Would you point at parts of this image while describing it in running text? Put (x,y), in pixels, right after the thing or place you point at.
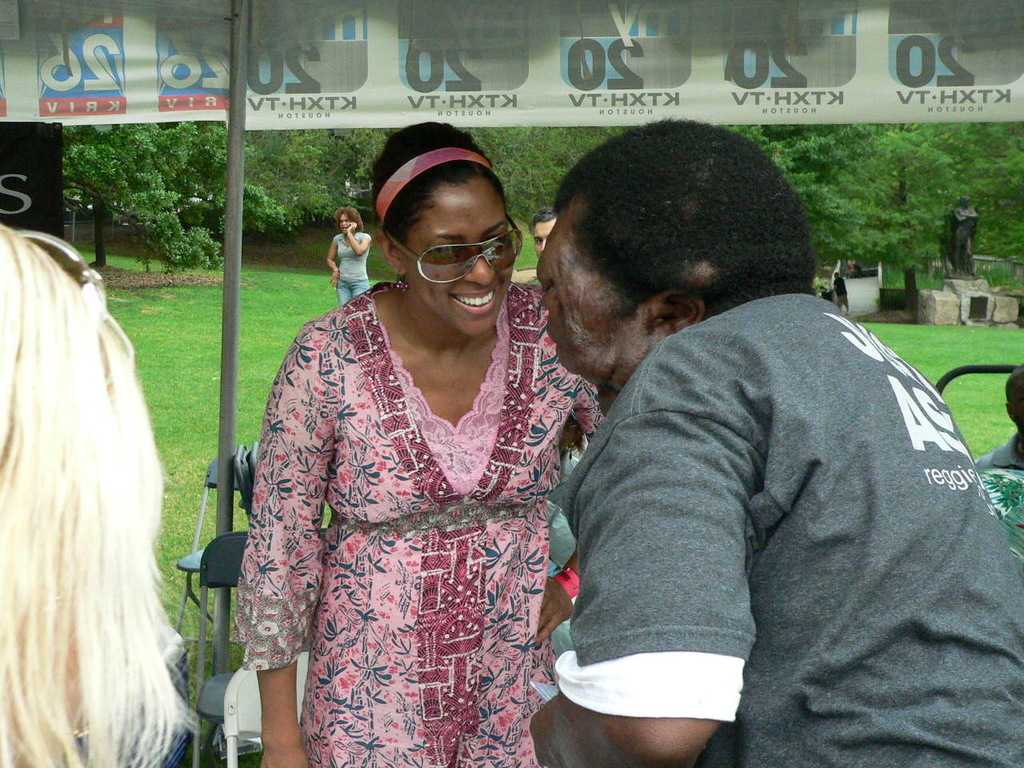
In the center of the image (573,473) we can see some people (481,362) are standing and a lady (478,292) is smiling and wearing goggles (510,258). On the left side of the image (129,349) we can see a person head (87,390) and wearing goggles (36,236) and also we can see a board (57,229). In the background of the image (1005,156) we can see the trees (355,141), tent (256,98), rod (235,101), grass (176,409), chairs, statue (960,275), stones (933,294), some people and a lady (355,272) is standing and holding a mobile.
